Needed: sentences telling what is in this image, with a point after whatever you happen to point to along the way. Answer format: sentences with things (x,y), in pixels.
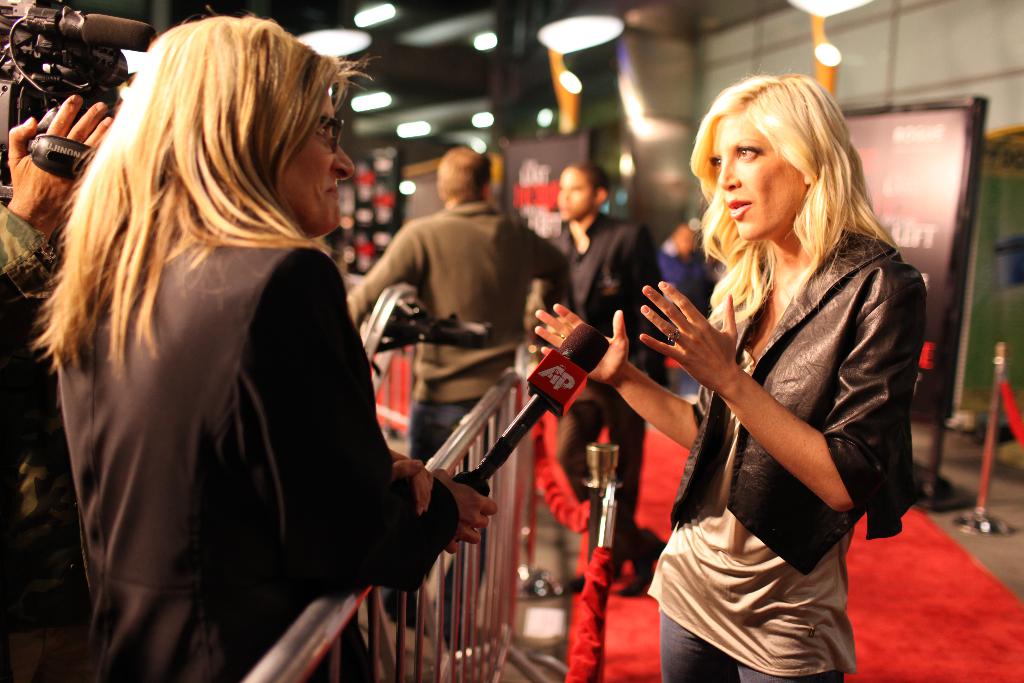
In the picture we can see a woman (602,373) standing and talking to a reporter (151,406) who is holding a microphone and standing behind the railing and a camera person (21,154) with a camera (70,72) and in the background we can see some hoardings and to the ceiling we can see the lights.
